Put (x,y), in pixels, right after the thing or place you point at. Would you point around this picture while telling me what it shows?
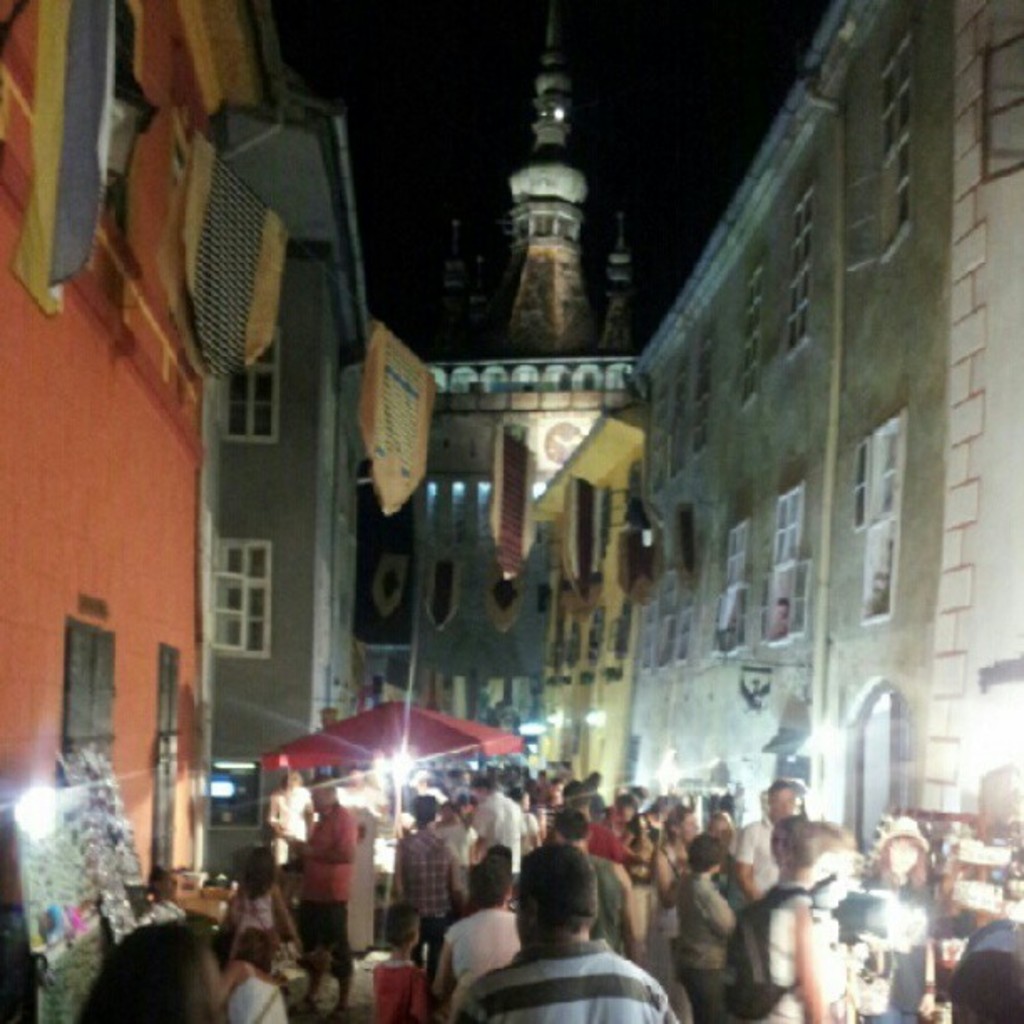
There is a crowd (532,910). On the sides there are buildings (842,699) with windows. In the back (369,744) there is a tent (369,744) with light (411,771). In the background (438,542) there is another building (450,452). Also there is a decorative item (272,292).
